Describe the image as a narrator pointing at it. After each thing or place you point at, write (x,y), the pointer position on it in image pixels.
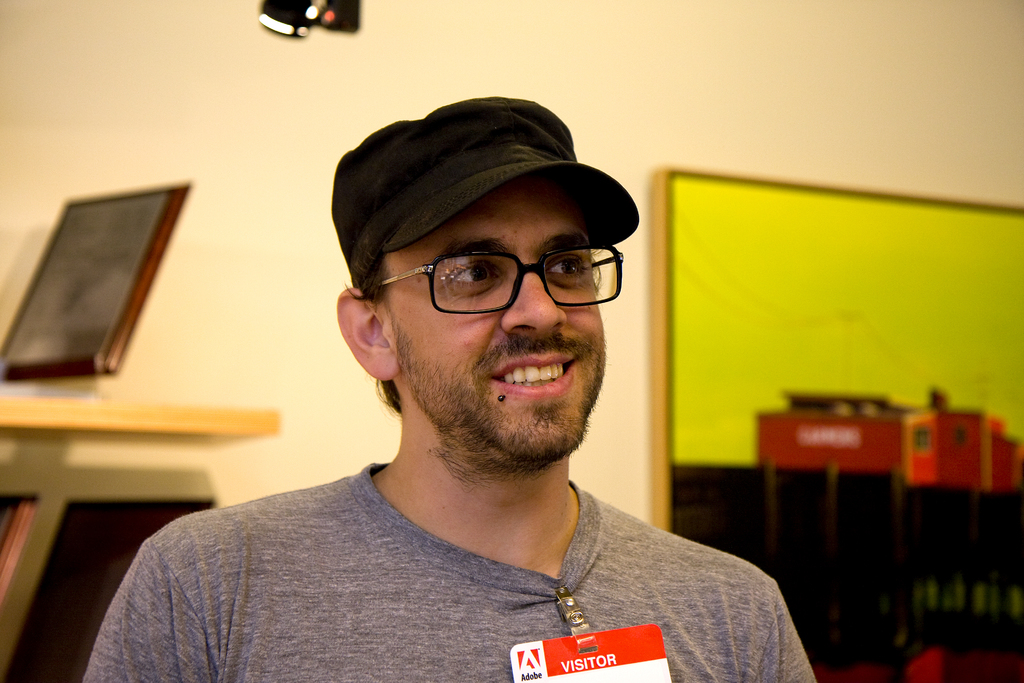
In this image I can see a person (546,424) wearing grey colored shirt (362,583) and black colored cap (455,165). In the background (706,166) I can see the cream colored wall (698,84), a huge board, a brown colored object (115,238) and a black colored object (349,9).
